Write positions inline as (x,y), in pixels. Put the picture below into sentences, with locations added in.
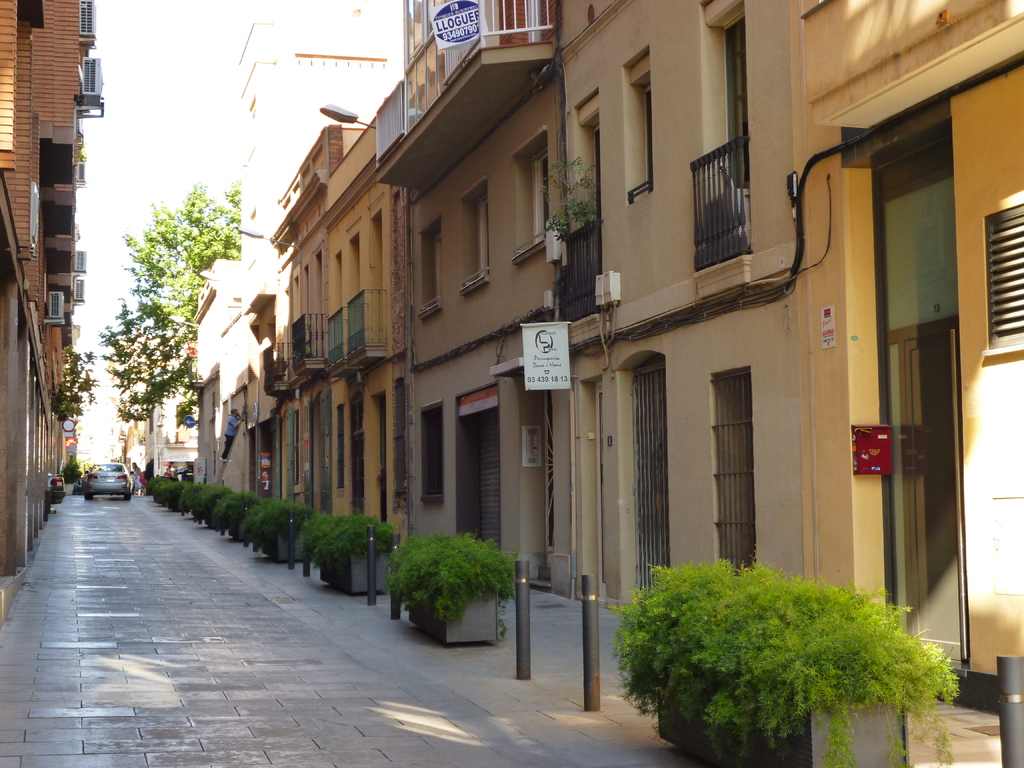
In this picture, we can see a few buildings (9,104) with fencing (358,308), and some objects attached to it, we can see the path (605,605), vehicles (121,466), poles (589,597), plants (831,654), trees (145,345), posters (439,18) with text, and we can see the sky (90,147).
